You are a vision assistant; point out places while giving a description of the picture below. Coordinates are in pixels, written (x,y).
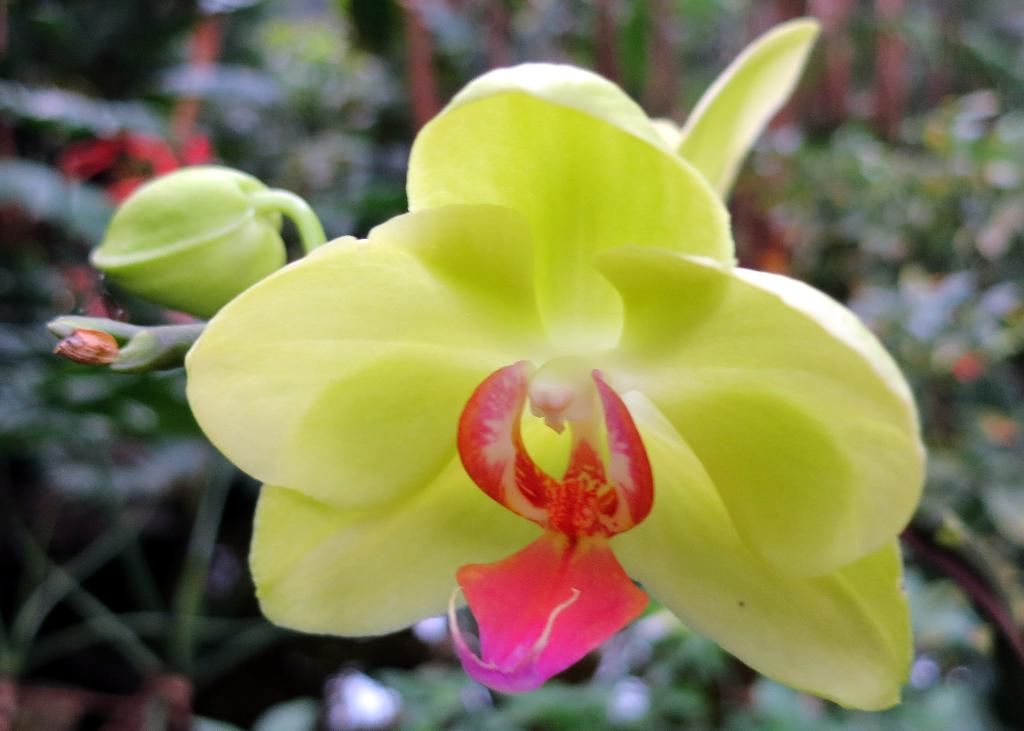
In this image there is a flower (339,317), behind the flower (307,346) there is another flower (259,249) and there are plants (197,624).
